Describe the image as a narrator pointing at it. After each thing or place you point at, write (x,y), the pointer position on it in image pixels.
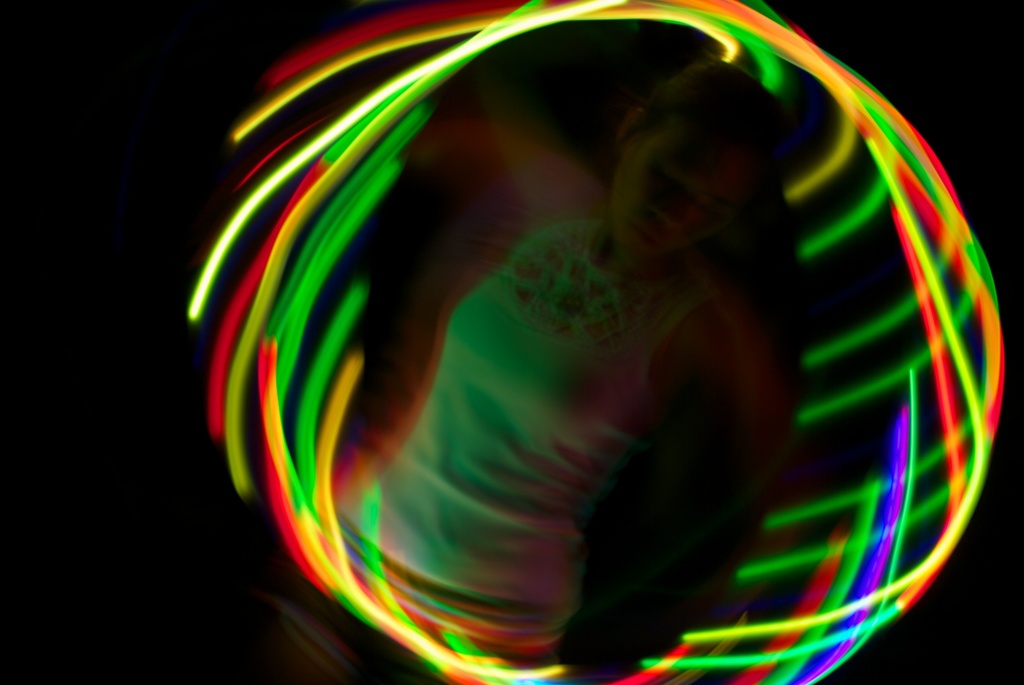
In this image I can see few colorful lights (914,455) in the shape of circle. In the background (453,401), I can see a woman (581,270) in the dark.
